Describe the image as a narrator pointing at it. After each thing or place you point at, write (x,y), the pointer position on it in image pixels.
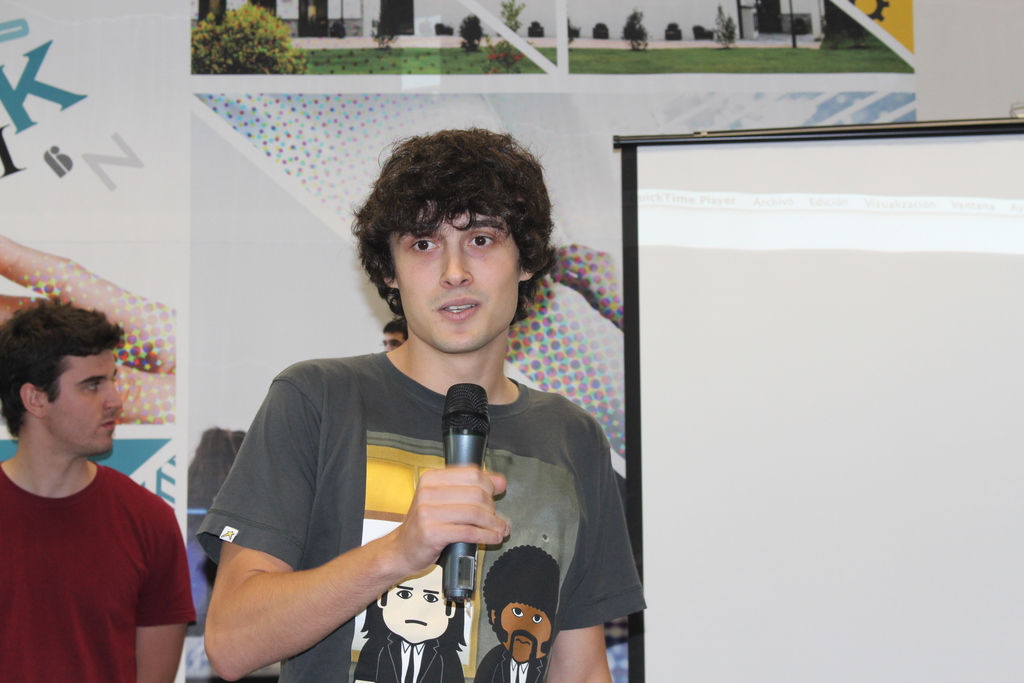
This picture is of inside. In the center (401,438) there is a man (288,497) wearing black color t-shirt (392,491), holding the microphone (455,464) and standing. On the right (973,163) we can see a projector screen (760,404). On the left (94,466) there is another man (54,491) wearing red color t-shirt (103,565) and standing. In the background (981,26) we can see a wall (983,46) and some posters (788,40) on the wall (932,70) with the picture of plants (259,40) and grass (459,58).
